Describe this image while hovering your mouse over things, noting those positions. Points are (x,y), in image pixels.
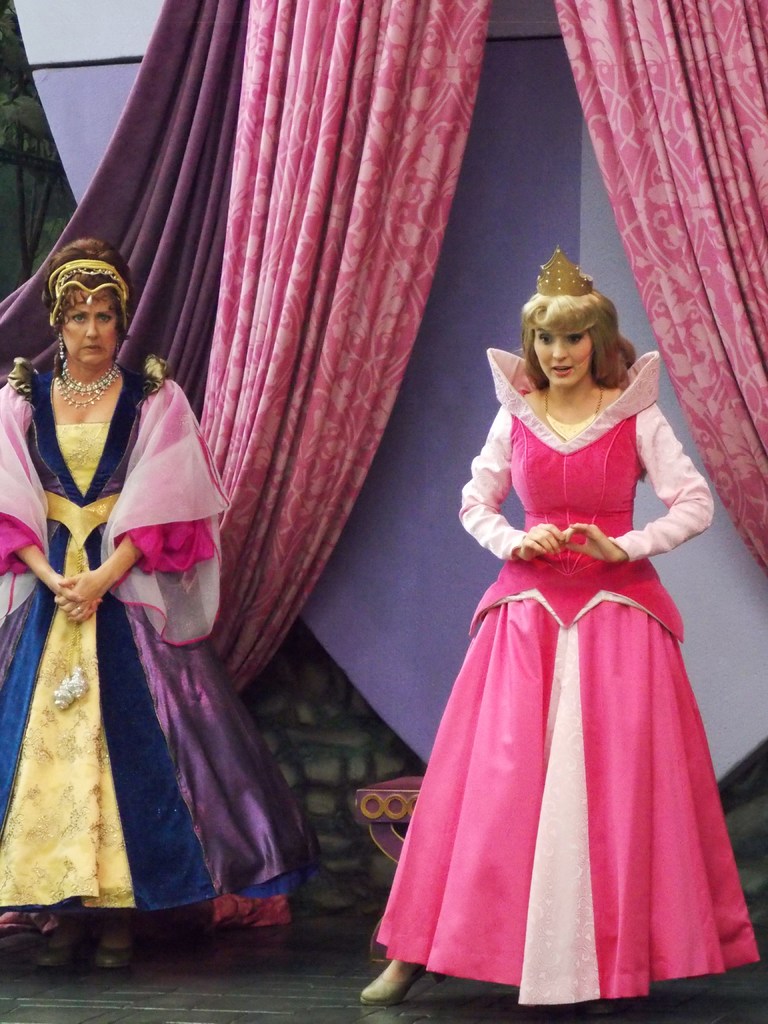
In the picture we can see two women (65,642) are standing with different costumes (152,872) and behind them we can see curtains (277,385) to the wall (267,729).
